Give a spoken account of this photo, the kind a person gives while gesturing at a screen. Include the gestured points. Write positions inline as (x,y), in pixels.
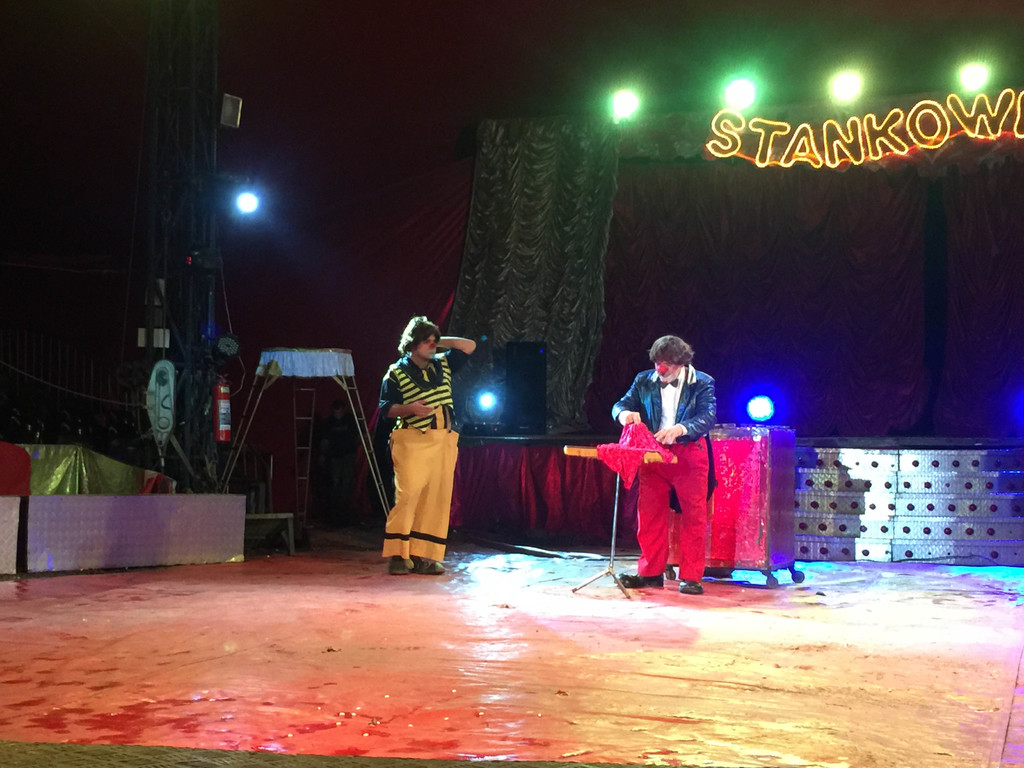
In this picture we can see two persons (628,408) are standing in the middle (432,399), there is a table (617,490) in front of this person (645,404), we can see a cloth (637,446) on this table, there is a box (719,458) behind this person (708,460), there are some lights (906,123) in the background (891,128), on the left side (223,418) we can see a fire extinguisher (229,401) and wires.
